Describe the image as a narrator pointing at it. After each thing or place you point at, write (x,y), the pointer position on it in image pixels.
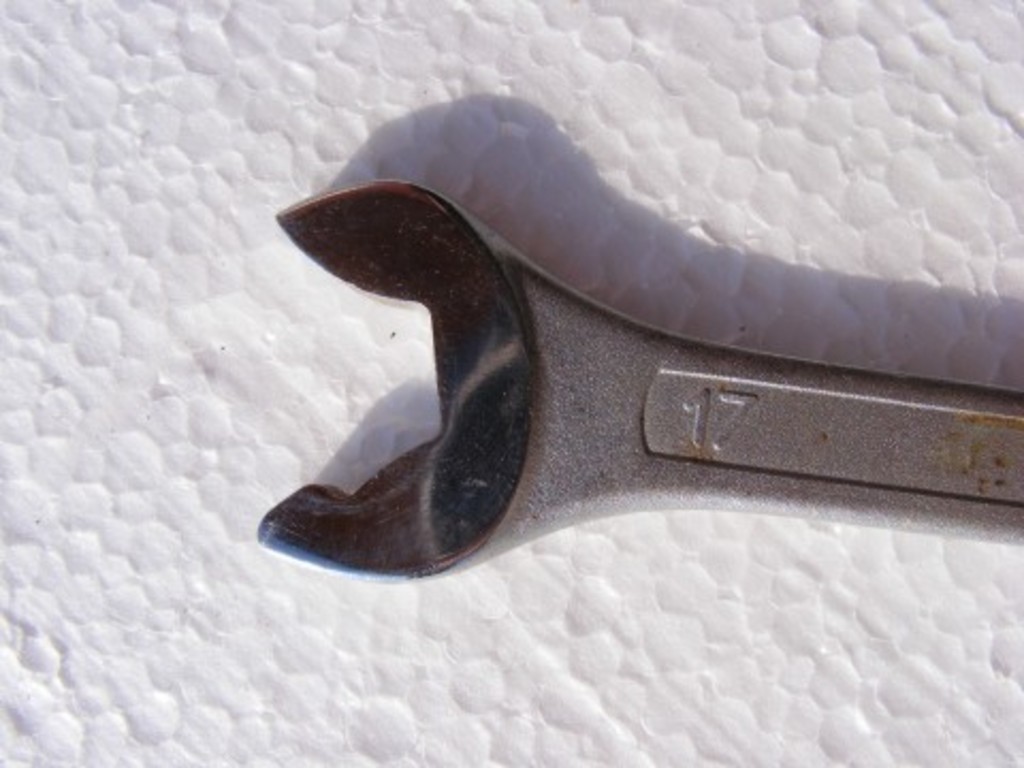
In the center of the image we can see one thermocol sheet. On the thermocol sheet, we can see one object (582,435).
